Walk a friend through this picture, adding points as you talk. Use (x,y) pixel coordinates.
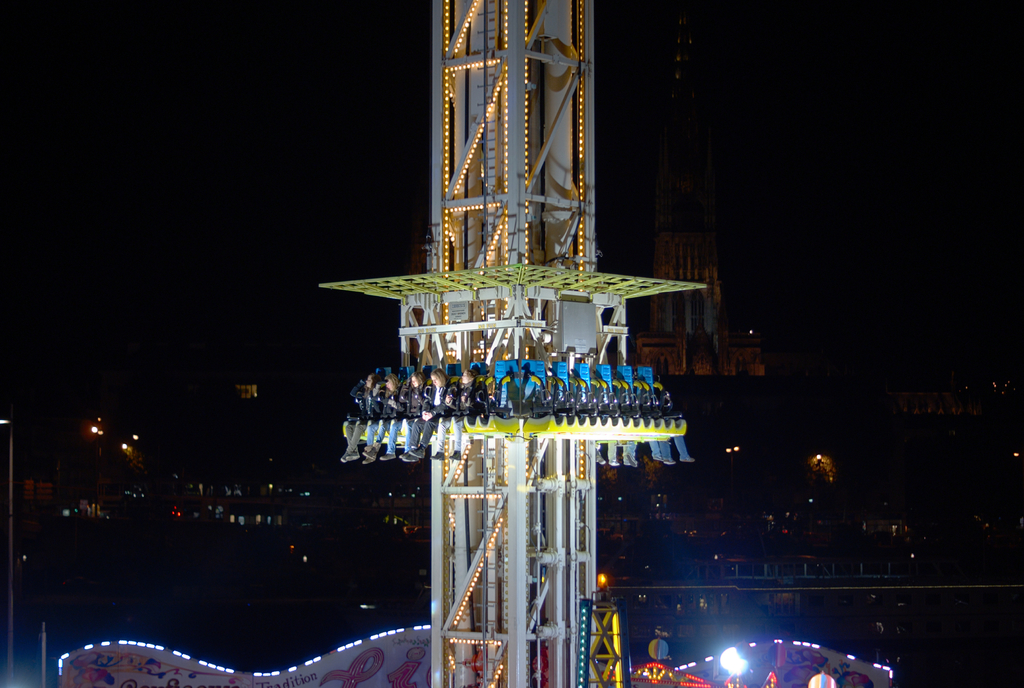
In this image we can see there are people (389,441) sitting one after the other and in the middle (407,297) there is a tower (436,646).
